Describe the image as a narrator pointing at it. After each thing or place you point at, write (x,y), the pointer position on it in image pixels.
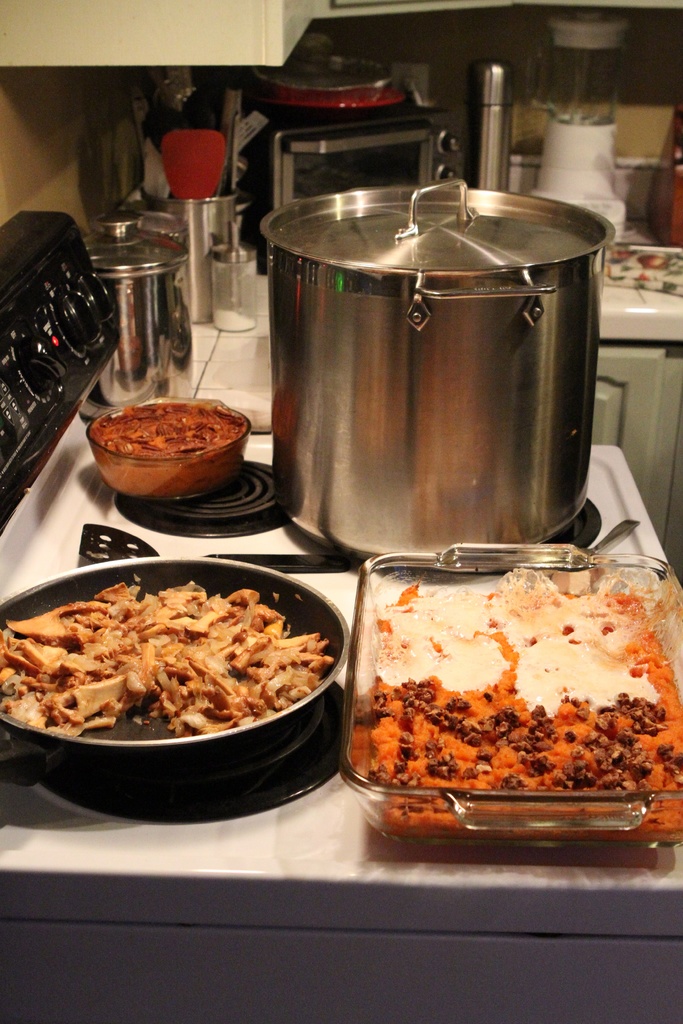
The picture is clicked in a kitchen (88,372). In the foreground of the picture (63,355) there is a stove (48,321), on the stove (317,549) there are pan (117,638), platter (509,554), bowl (133,476), vessel (409,411) and various food items (223,408). In the center of the picture (331,383) there are vessels (159,248), microwave oven (334,151), mixer (573,109), flask (496,104) and other objects (200,198).
